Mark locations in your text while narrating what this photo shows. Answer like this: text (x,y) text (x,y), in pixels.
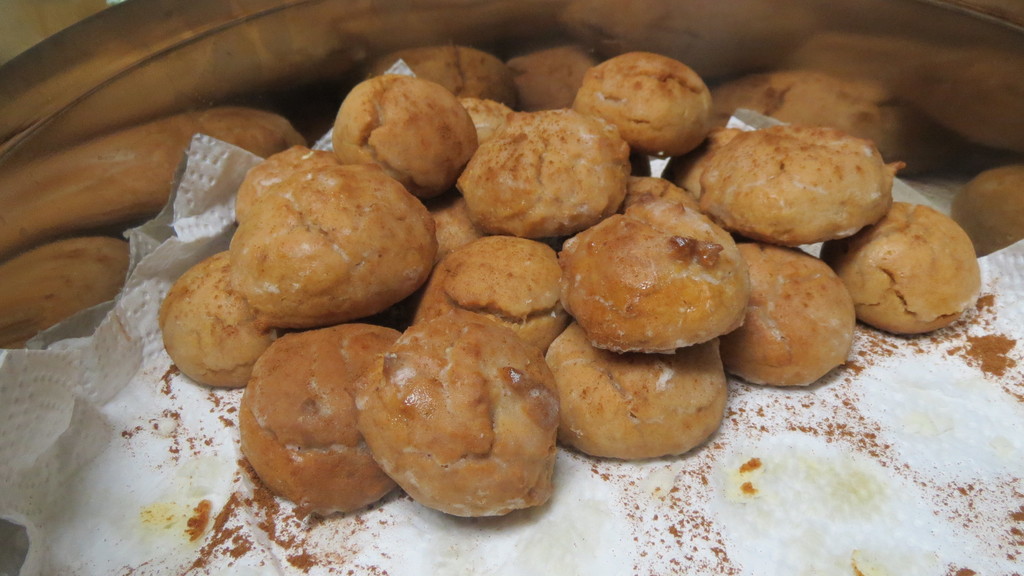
In this image, I can see the food items (703,344) and tissue paper (664,481), which are kept in a bowl (213,74).
